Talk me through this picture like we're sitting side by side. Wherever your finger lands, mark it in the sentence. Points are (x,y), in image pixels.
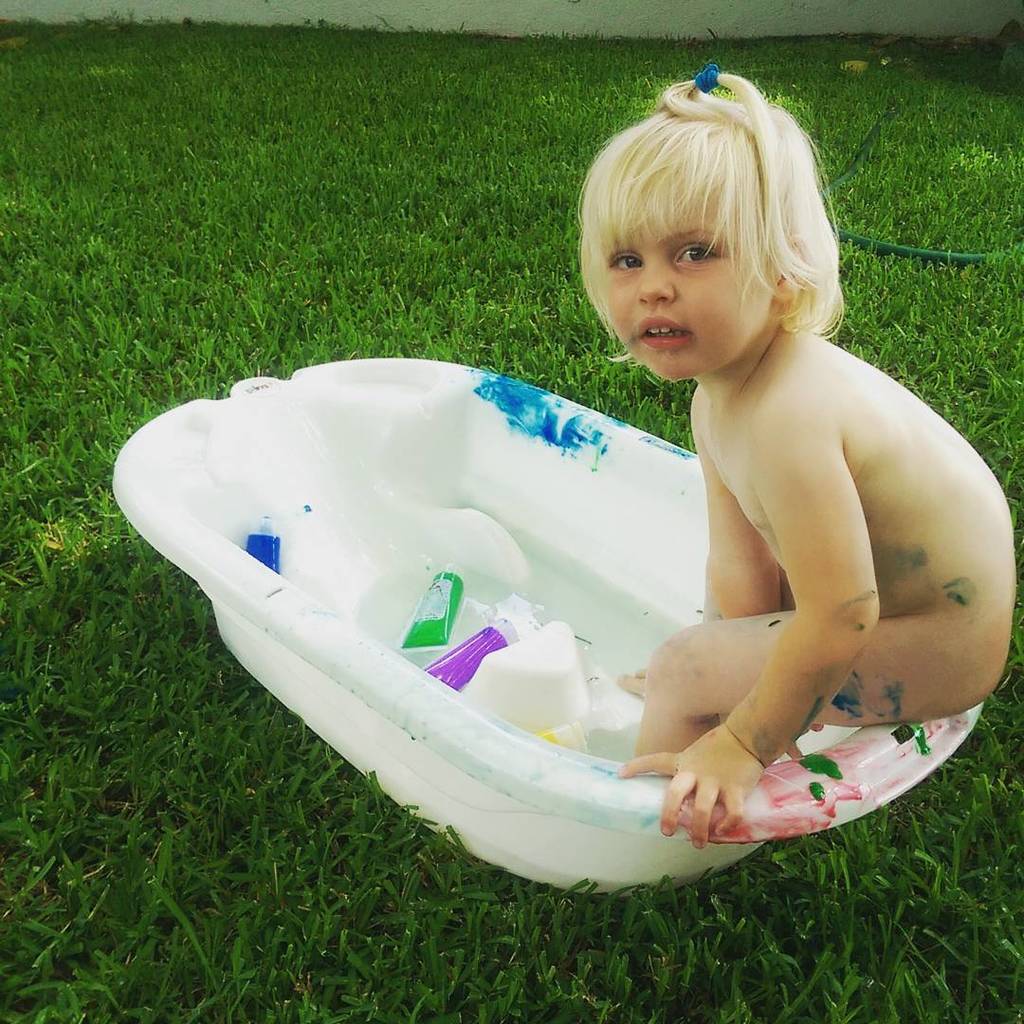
In this image we can see one girl (844,636) is sitting in a white color tub (459,787). The tub (465,770) is on the grassy land (48,307) and we can see one pipe (920,250) also. In the tub (450,761) some bottles (480,645) are there.
